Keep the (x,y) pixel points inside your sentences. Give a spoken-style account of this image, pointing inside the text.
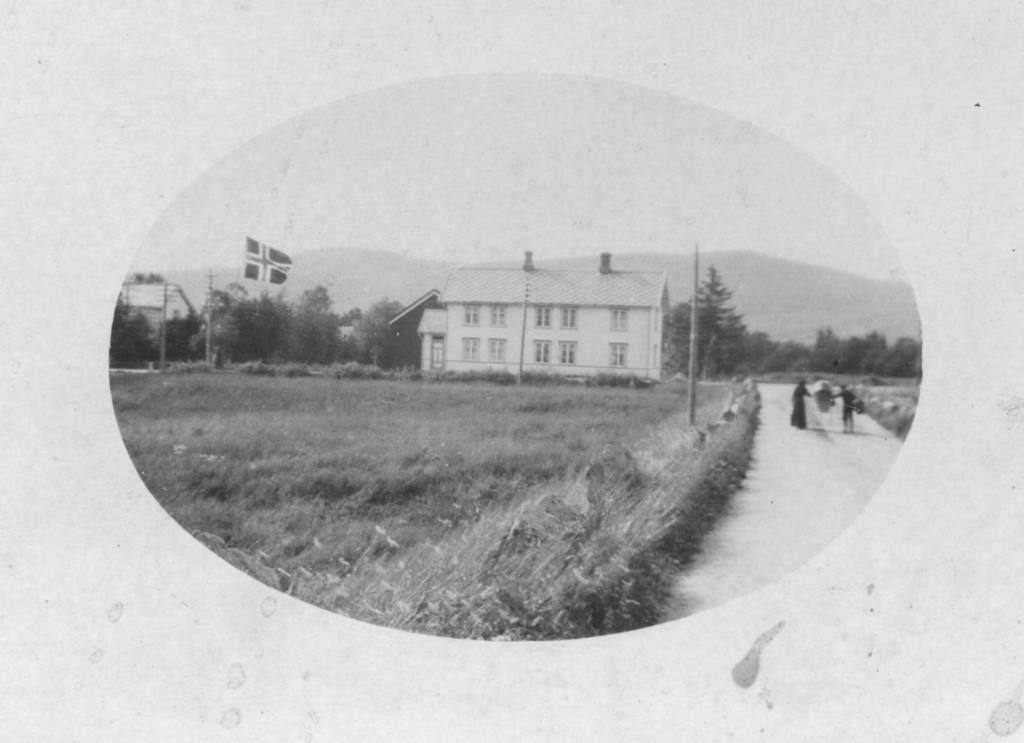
This is a black and white picture, in the picture I can see the crop (371,392), building (648,294), pole (691,366) and person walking on the road (848,466) and the hill (352,267) and the sky (497,195).
